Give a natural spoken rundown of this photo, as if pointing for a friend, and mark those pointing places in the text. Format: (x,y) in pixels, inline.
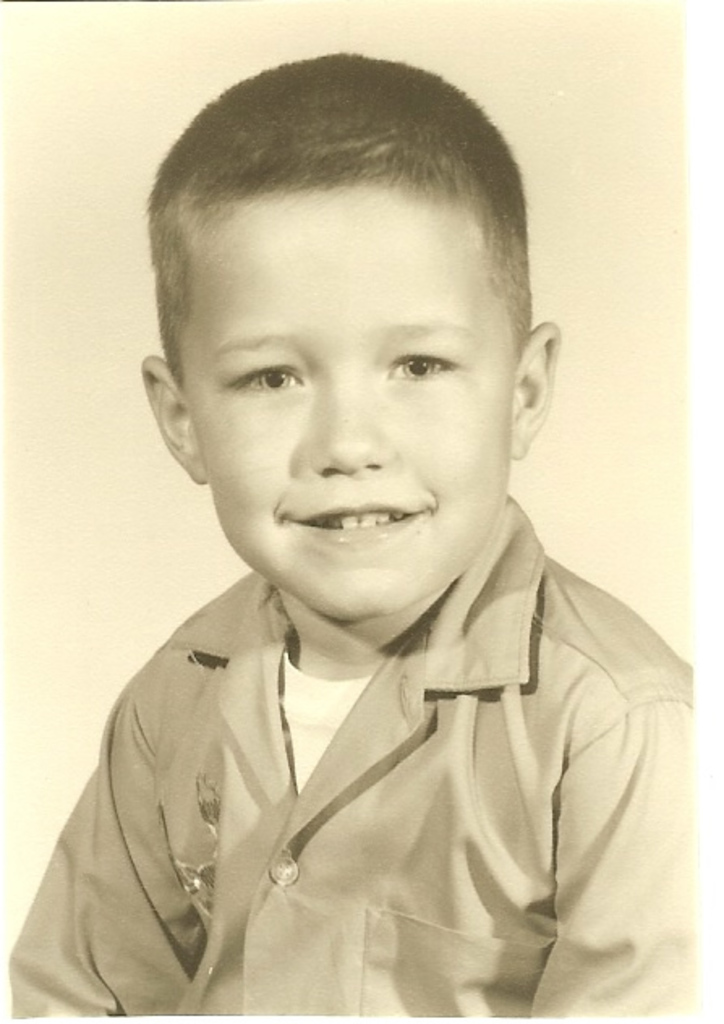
In this picture we can see a boy (192,903) smiling.
